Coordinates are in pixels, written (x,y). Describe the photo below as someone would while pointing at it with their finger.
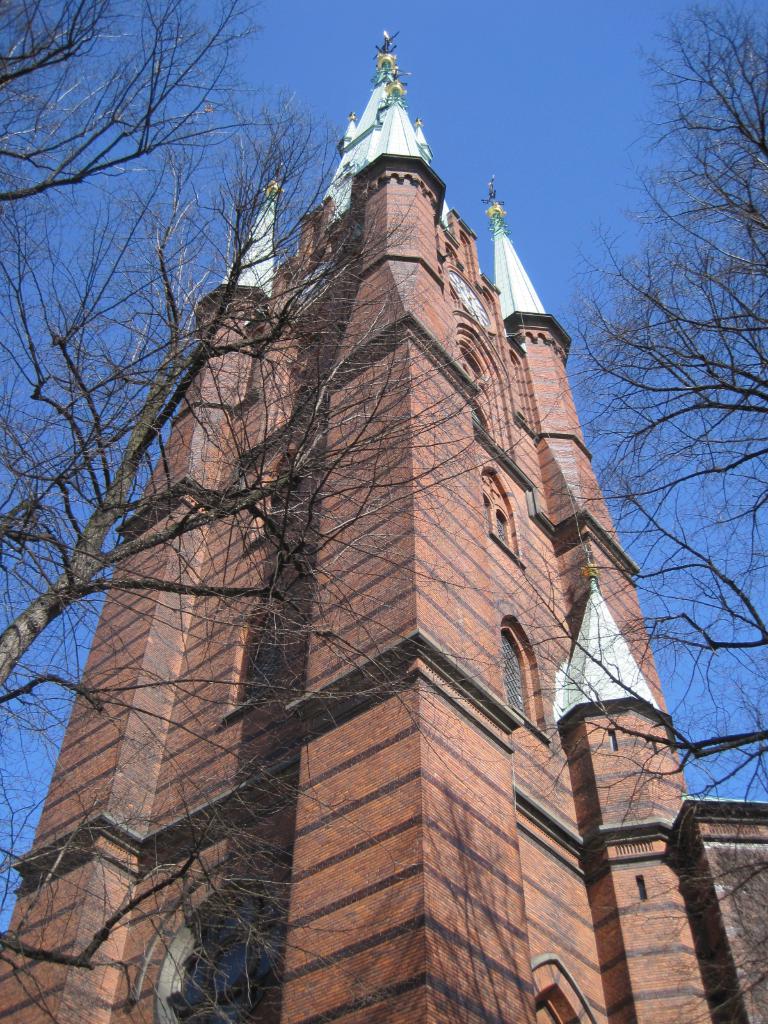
In this image I can see in the middle (457,347) there is a big building (410,646), there are trees (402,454) on either side of this image and at the top (495,51) it is the sky (509,41).
